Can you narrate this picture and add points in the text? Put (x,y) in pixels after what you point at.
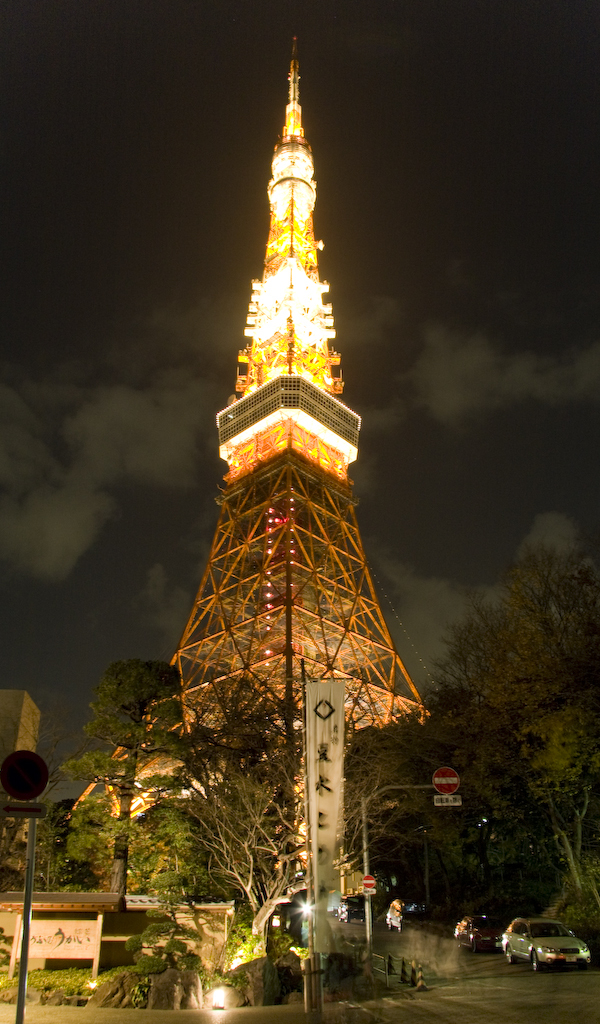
In this image there is a tower (276,558), on either side of the tower (281,552) there are trees (272,839), in middle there is a road (497,968) on that road (503,968) vehicles (472,945) are moving.
